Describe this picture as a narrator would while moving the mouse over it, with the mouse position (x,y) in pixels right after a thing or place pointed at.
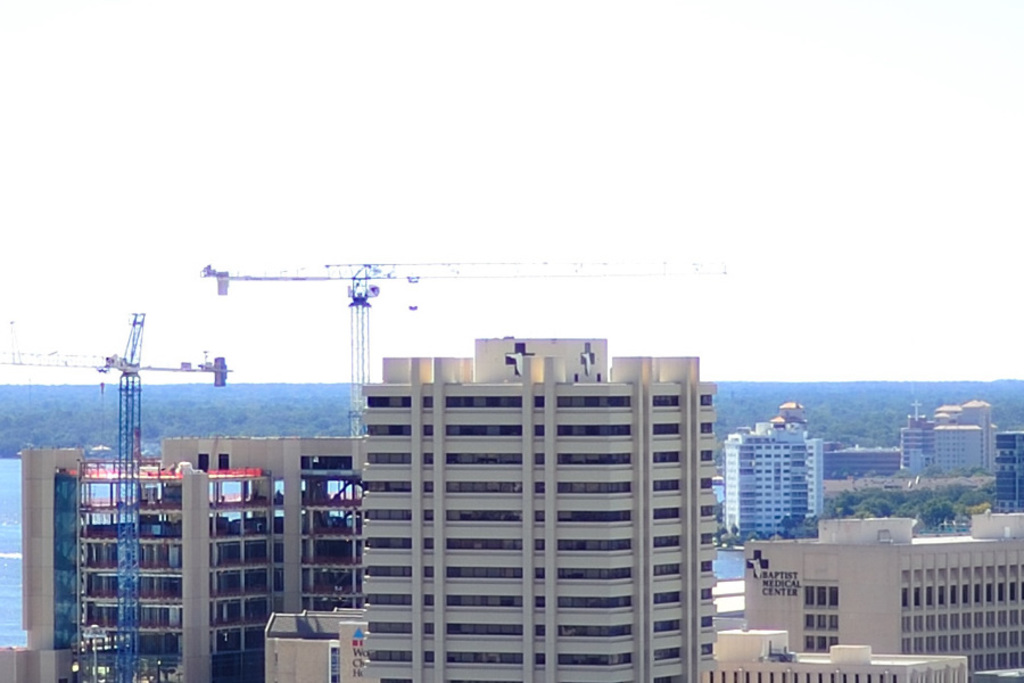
In this image I can see buildings (456,604). There are trees (83,428), there are tower cranes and in the background (803,347) there is sky (407,248).
